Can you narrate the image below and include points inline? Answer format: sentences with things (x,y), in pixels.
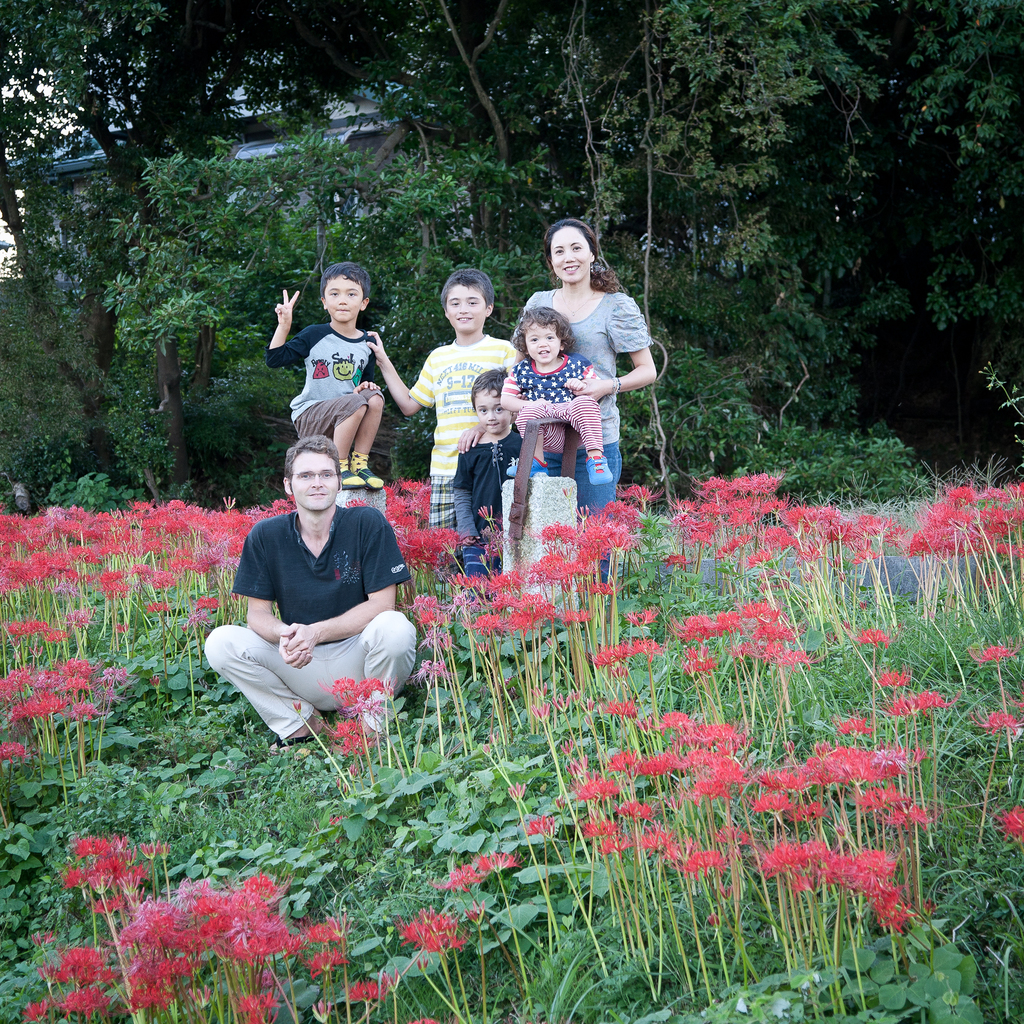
In this image at the bottom (568,854) there are some plants (726,814) and flowers (495,585), and in the center (476,349) there are two people (323,660) and there are children (466,382) and there is a pillar (547,507). In the background (238,298) there are trees (309,161) and house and some plants (817,449).
